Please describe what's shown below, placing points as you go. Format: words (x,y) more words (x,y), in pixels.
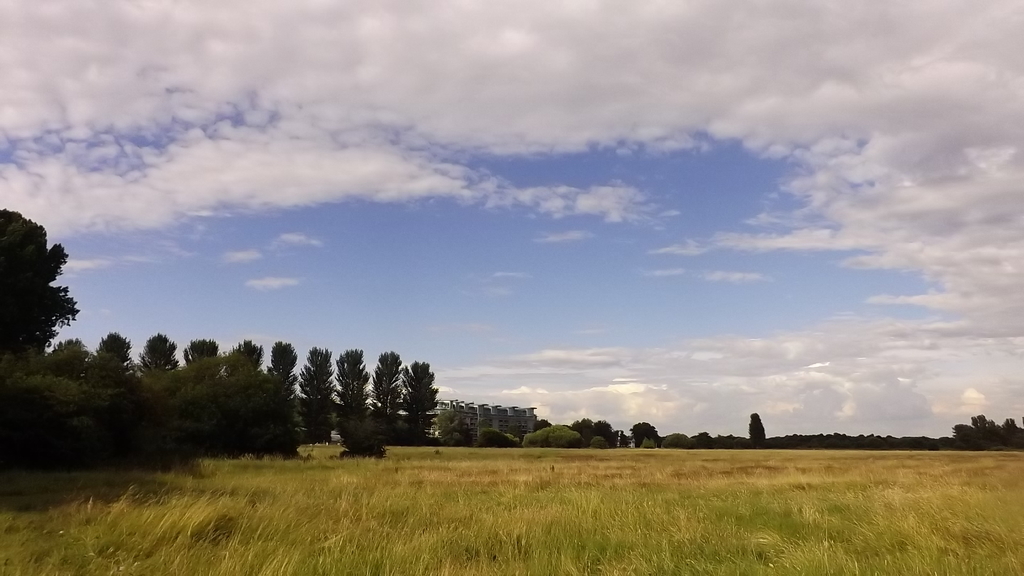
In front of the image there is a crop (519,500). In the background of the image (464,442) there are trees (465,427), buildings (483,412). At the top of the image (697,123) there are clouds (486,191) in the sky (484,210).
